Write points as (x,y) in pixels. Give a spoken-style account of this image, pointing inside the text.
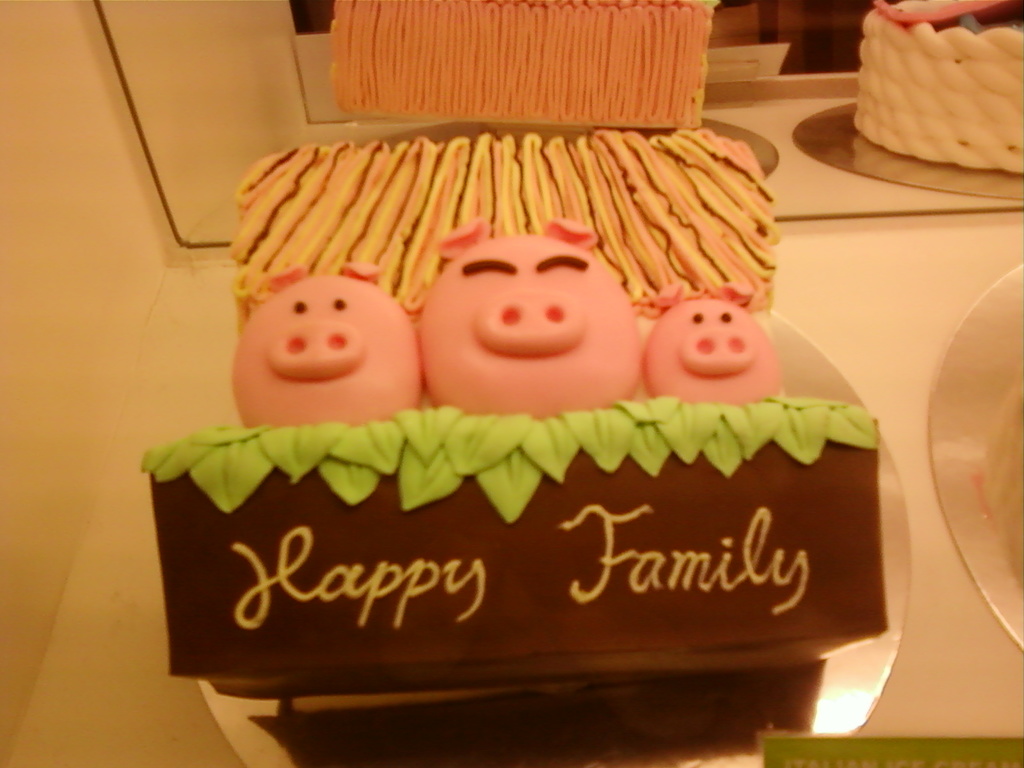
In the center of the image (357,307) we can see cake (606,331) placed on the table (919,467). In the background (715,93) there is mirror (533,93).
